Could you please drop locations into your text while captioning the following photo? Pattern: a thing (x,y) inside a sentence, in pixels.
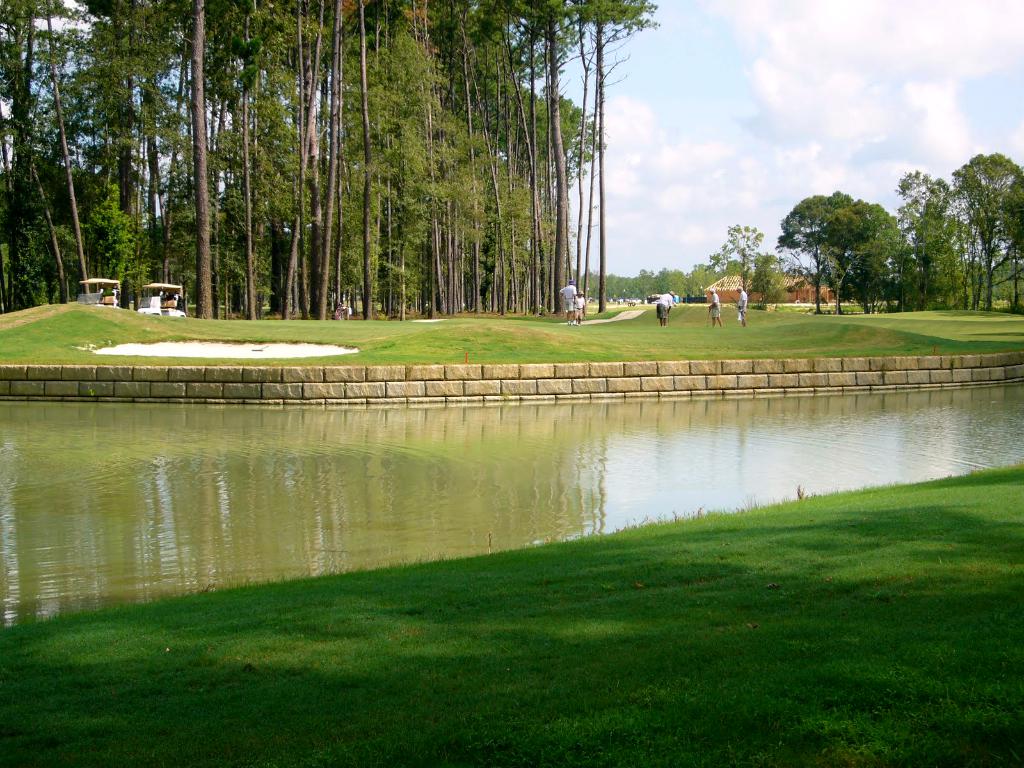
We can see grass (564,352), water (556,505) and wall (177,373). In the background (405,305) we can see people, trees (395,160), house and sky (817,106) with clouds (816,112).
